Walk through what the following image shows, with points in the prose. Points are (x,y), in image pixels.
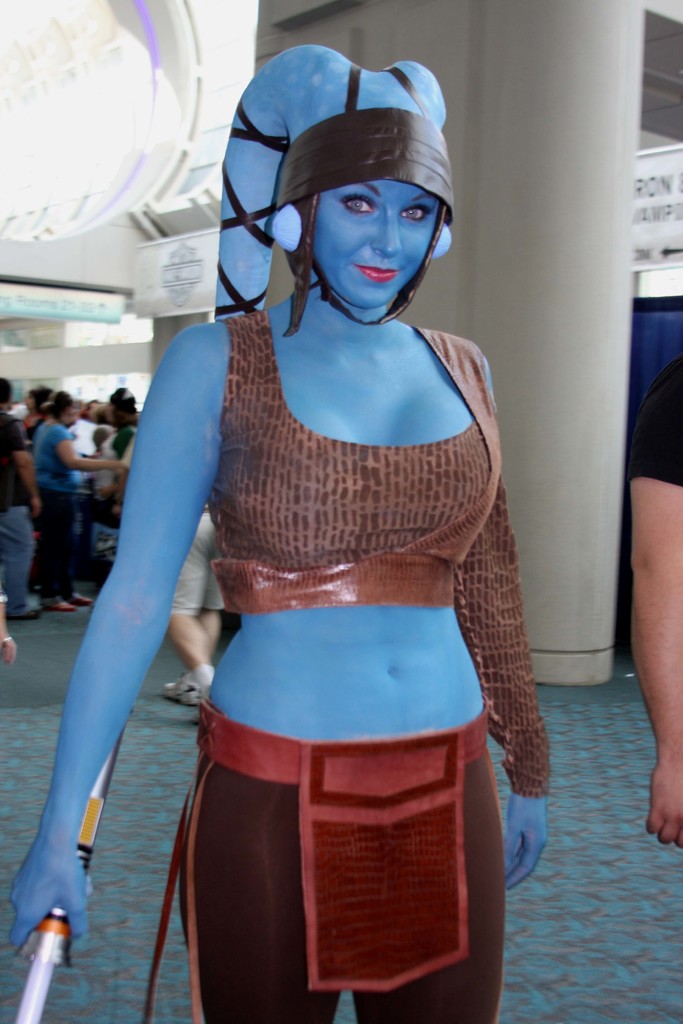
In front of the image there is a woman (308,462) with the body paint (295,678) is holding some object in her hand (49,895), beside the woman (366,760) there is a person's hand (660,594), behind the woman (362,520) there is a pillar (510,251) and there are a few people (81,463), in the background of the image (641,187) there are display boards (172,264) on the walls (60,279).
